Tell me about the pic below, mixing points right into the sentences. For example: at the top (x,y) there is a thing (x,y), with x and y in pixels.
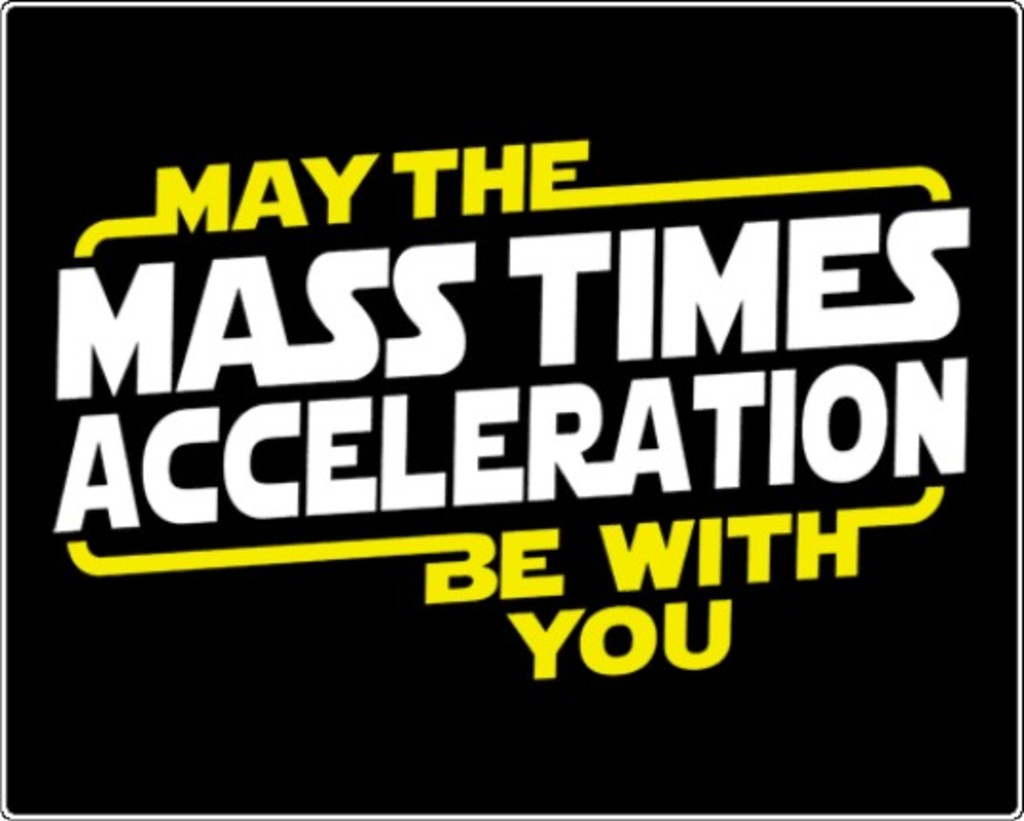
In this image we can see text (638,576).
